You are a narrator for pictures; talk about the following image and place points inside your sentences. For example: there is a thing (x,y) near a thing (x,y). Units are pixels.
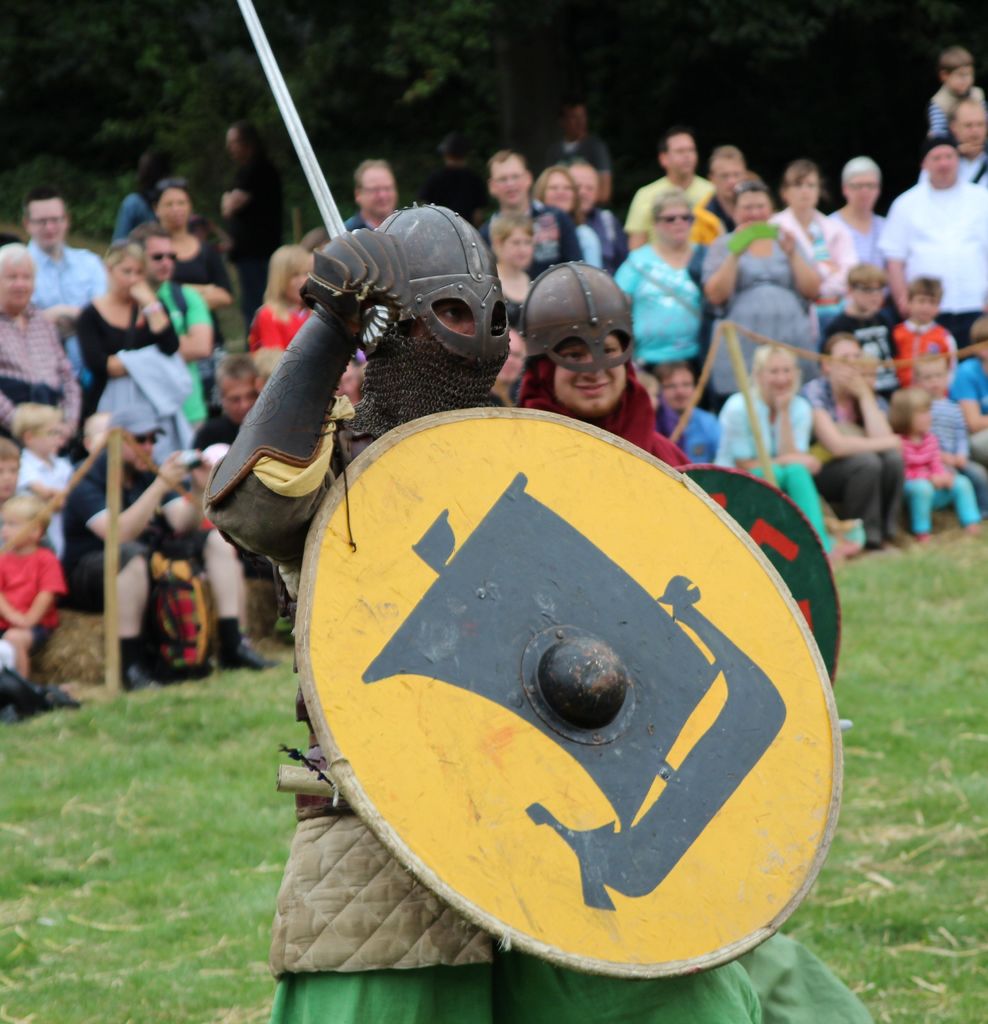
In the foreground of the image (723,959) there is a person (379,1016) wearing a helmet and holding a sword (279,74) and shield (549,742). behind him there is another person (602,355) wearing a helmet (602,347) and holding a shield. In the background of the image (355,219) there are people (228,291), trees (491,10). At the bottom of the image (82,950) there is grass (265,893).
